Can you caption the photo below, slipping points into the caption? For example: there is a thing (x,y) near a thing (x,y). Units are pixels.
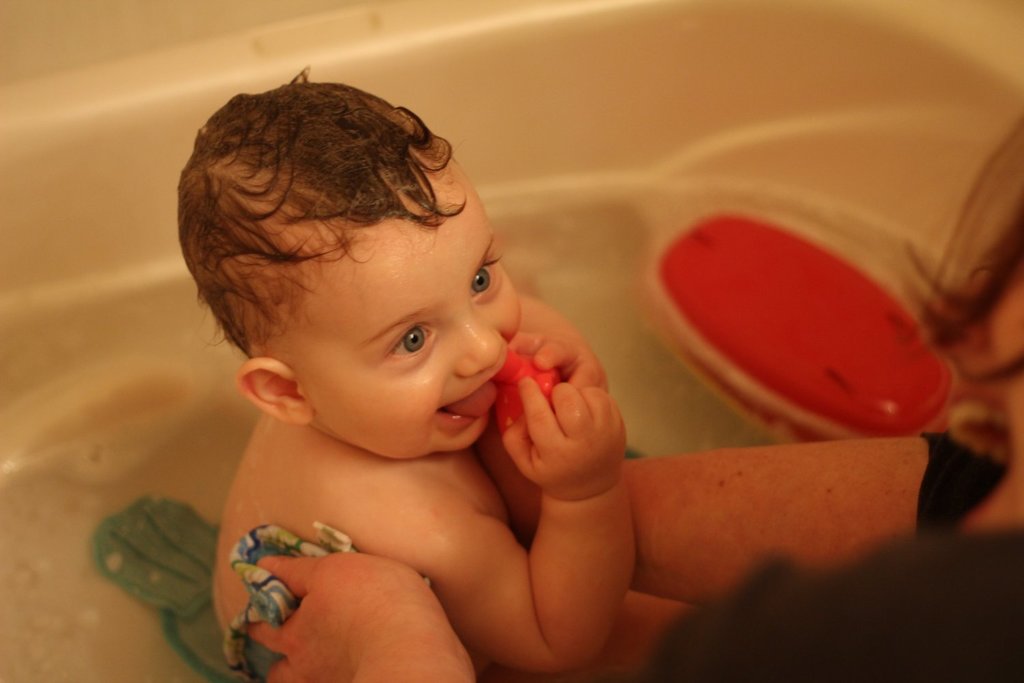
In this image we can see a baby (515,294) in the bathtub (506,235). There is a woman (997,398) to the right side of the image (709,483).
